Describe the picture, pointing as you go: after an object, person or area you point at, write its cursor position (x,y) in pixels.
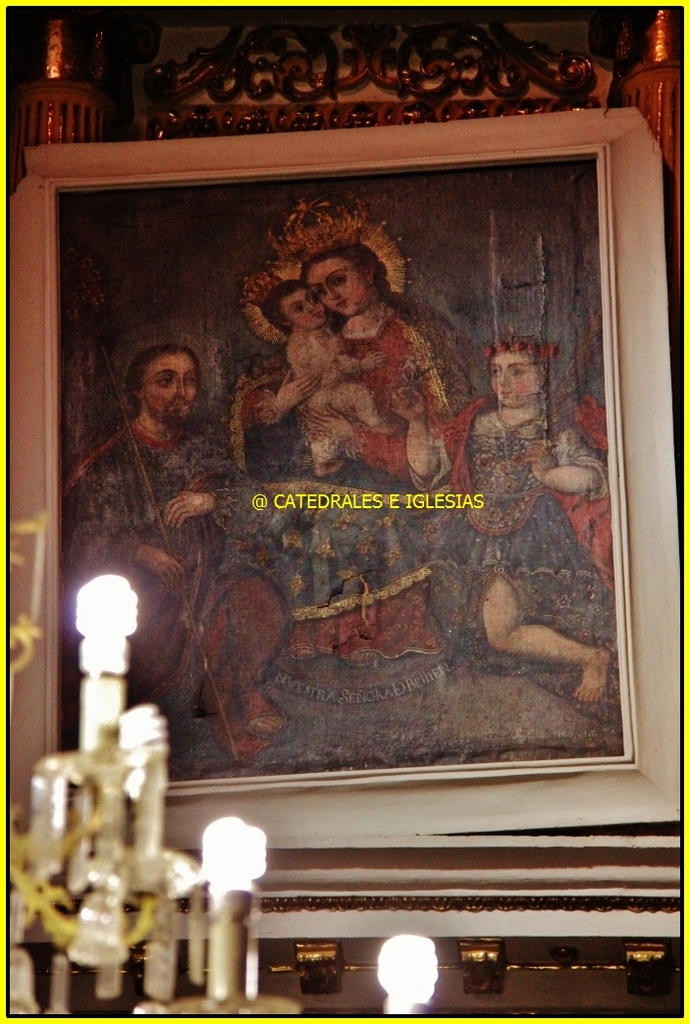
On the left side of the image (135,770) we can see few lights (142,767), in the background (473,494) we can find a frame (502,489) on the wall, and we can see some text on the frame (370,486).
